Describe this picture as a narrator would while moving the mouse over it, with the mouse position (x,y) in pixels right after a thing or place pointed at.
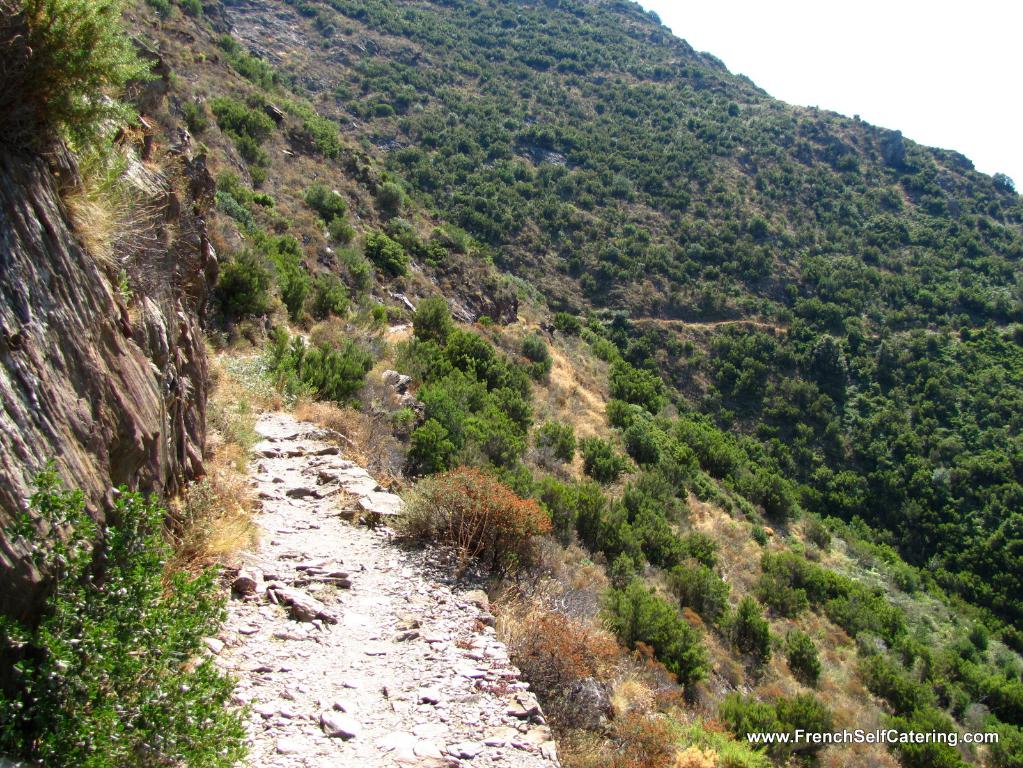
This image is taken outdoors. In this image there are a few hills (419,214) with grass (826,670), plants (716,491) and many trees (771,272).
